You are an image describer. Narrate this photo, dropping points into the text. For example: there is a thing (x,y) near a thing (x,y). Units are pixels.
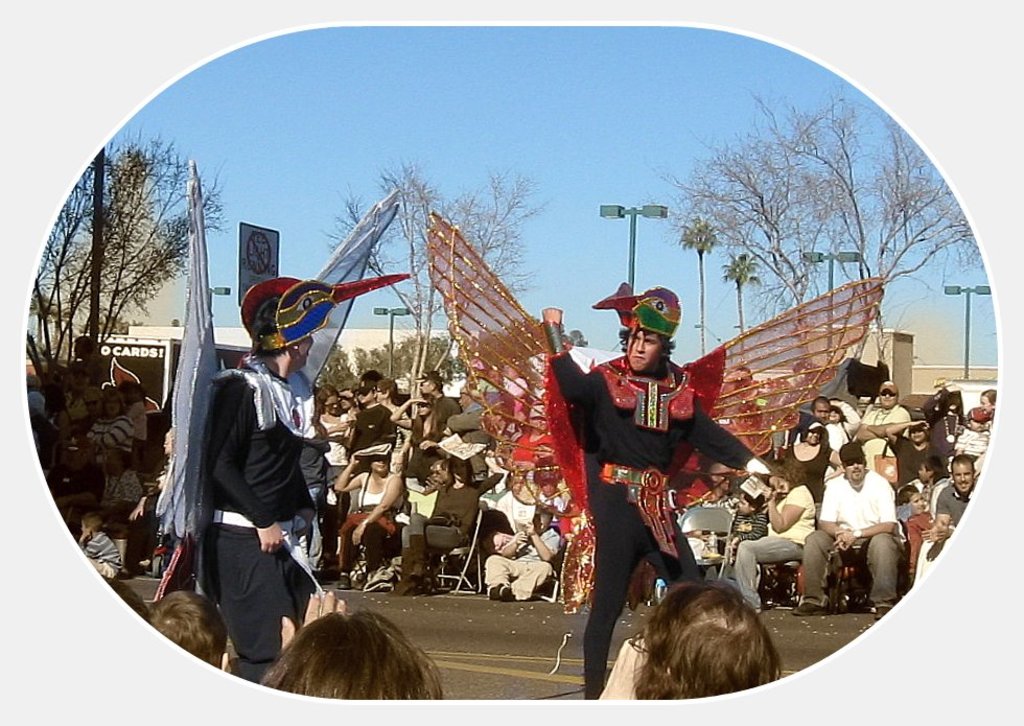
In this image I can see group of people (467,429) are sitting on chairs (467,553). Here I can see two persons (295,443) are standing and wearing costumes (558,466). In the background (495,217) I can see trees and the sky (212,243).
